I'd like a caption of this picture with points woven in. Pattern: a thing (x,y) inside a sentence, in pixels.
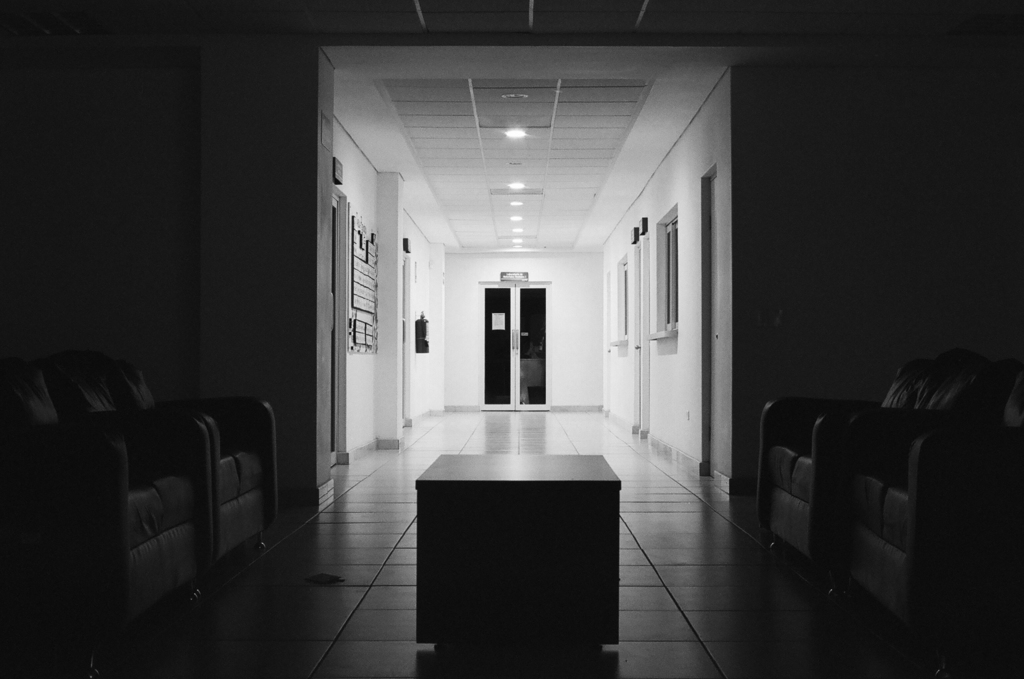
In the picture there is a room (400,288), there are many chairs (62,593) present, there are tables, on the wall (312,287) there are many frames (355,277) present, there are many windows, there are many lights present on the roof (476,235), there are doors (527,362) present.
